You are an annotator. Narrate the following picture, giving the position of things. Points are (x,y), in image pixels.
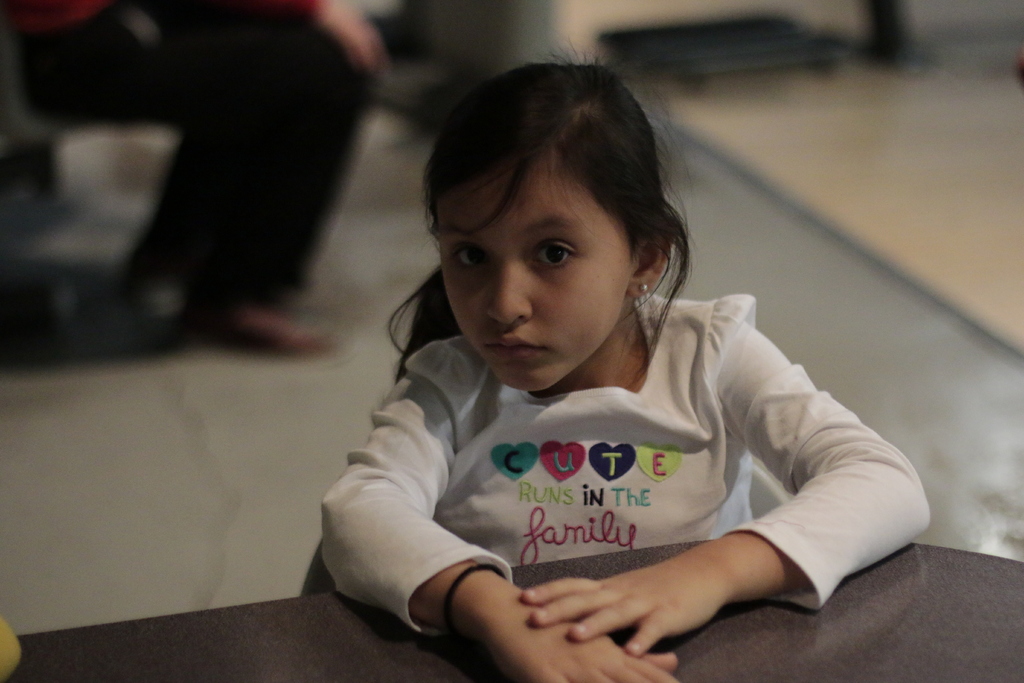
In this image I can see the person (774,395) is wearing white color dress (774,395). In front (896,639) I can see the black color table (871,625). Background (759,220) is blurred.
